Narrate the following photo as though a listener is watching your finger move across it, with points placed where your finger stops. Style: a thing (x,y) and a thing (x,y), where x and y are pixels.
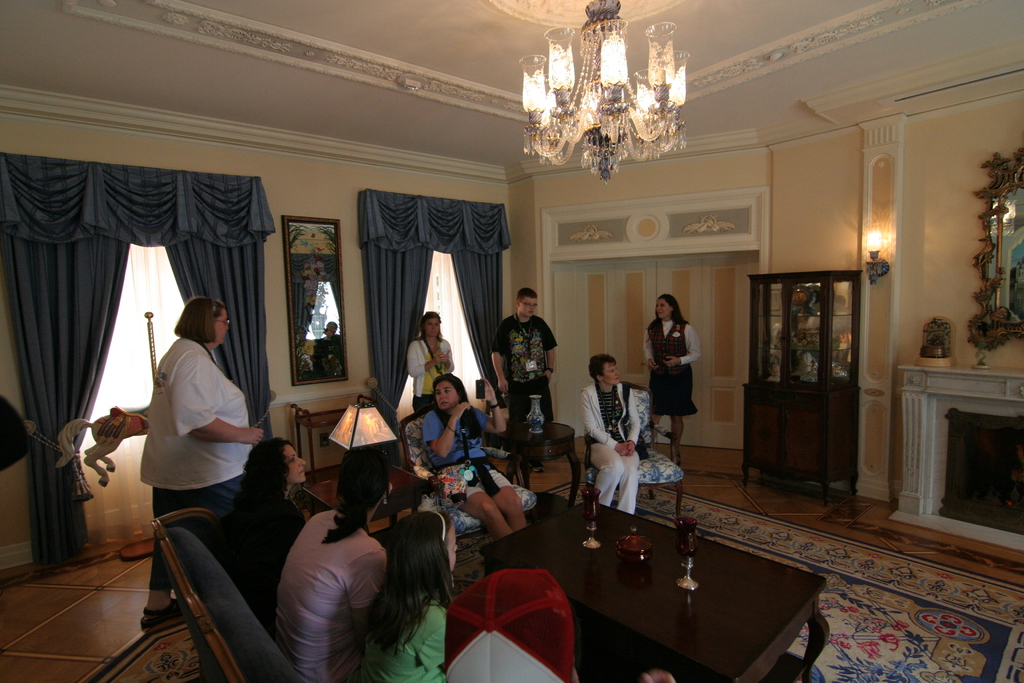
In this image I can see group of people (369,516). Among them some people (439,564) are sitting in front of the table (745,577) and some people (551,363) are standing. On the table (635,519) there are some of the objects (682,537). In the back ground (136,159) there is a frame (309,234) to the wall (271,272) and curtains (396,209) to the windows (440,268) and I can also see a chandelier light (591,136).
